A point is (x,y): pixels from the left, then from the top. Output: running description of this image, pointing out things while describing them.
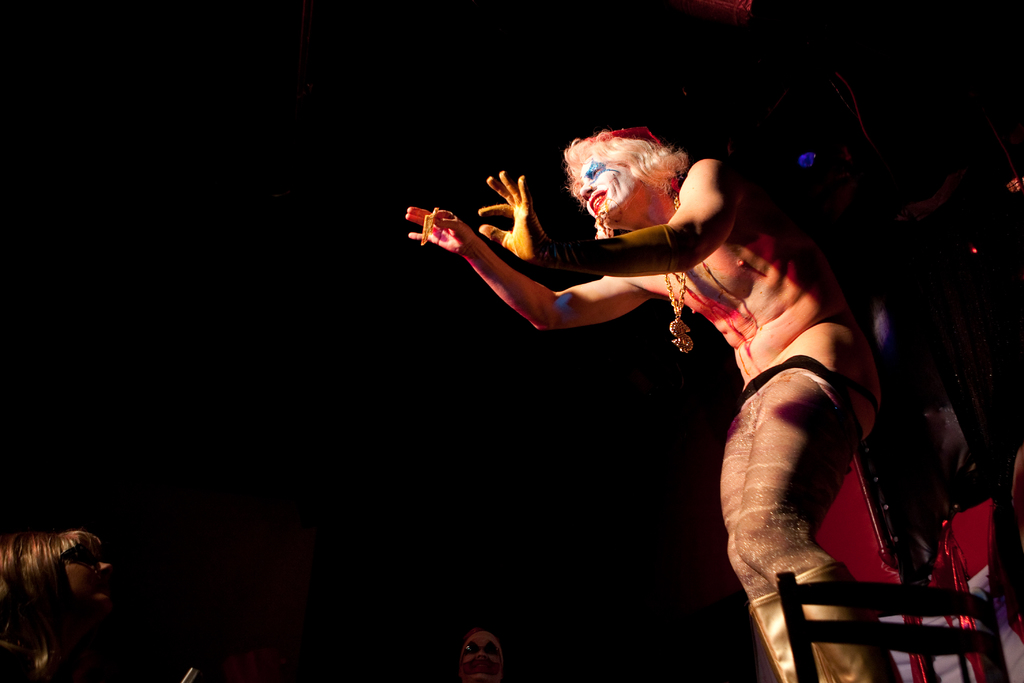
In this image I can see three people (707,254). To the side I can see some objects (928,608) and there is a black background (23,386).
